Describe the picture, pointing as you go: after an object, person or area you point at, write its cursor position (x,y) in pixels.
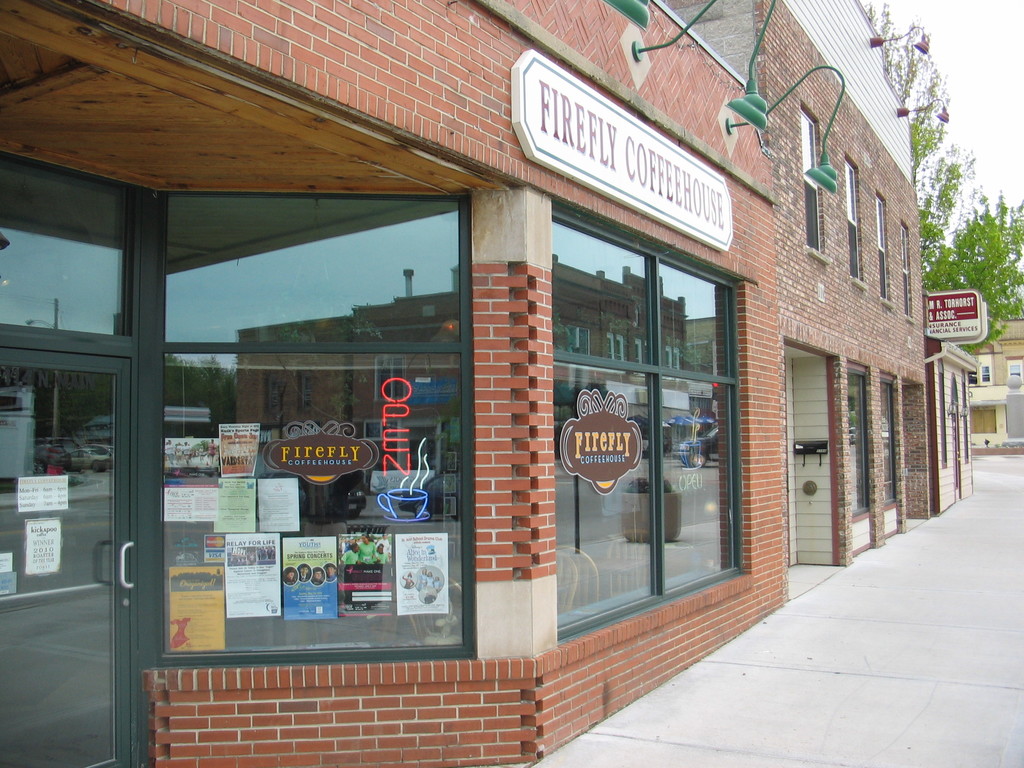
In this image there are building (845,181) which consists of a store (534,171) in it, there is a board (515,103) and lights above it and there are a few posters (416,563) with some text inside it, on the right side of the image (1014,242) there trees (1007,228), boards (954,307) and lights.
